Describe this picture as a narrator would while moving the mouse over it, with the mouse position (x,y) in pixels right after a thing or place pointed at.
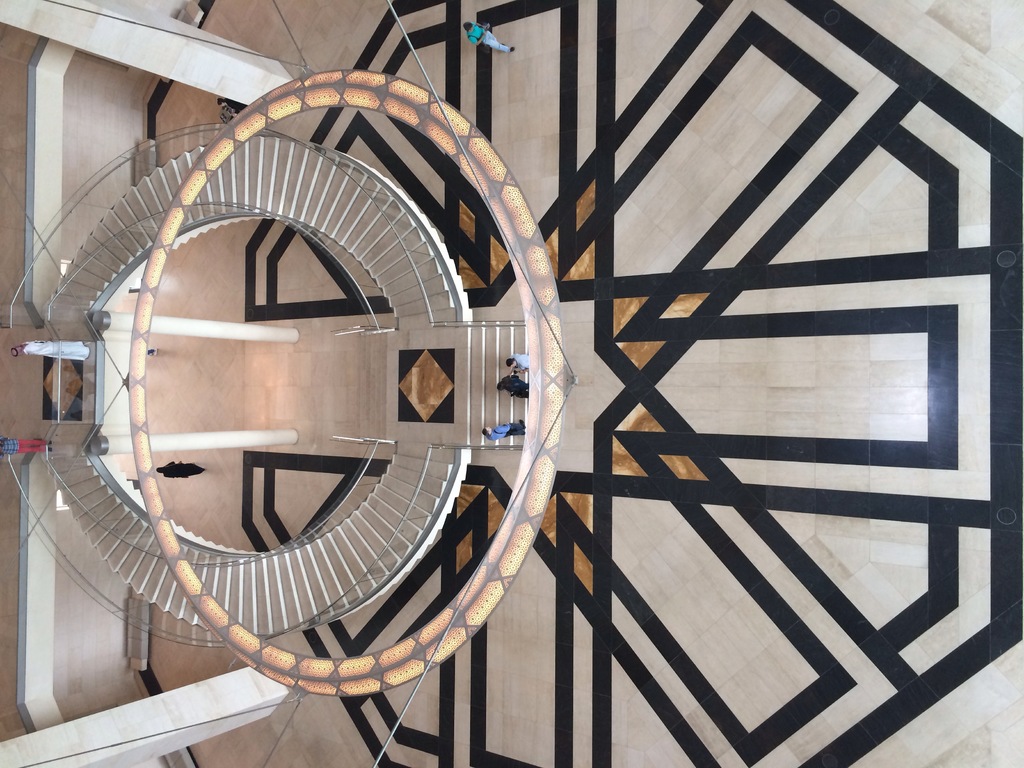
In this image I can see the ground (784,215), which is cream, black and brown in color, few stairs (368,224), few persons (490,432) standing on the ground (567,29), the railing (424,284) and two pillars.
